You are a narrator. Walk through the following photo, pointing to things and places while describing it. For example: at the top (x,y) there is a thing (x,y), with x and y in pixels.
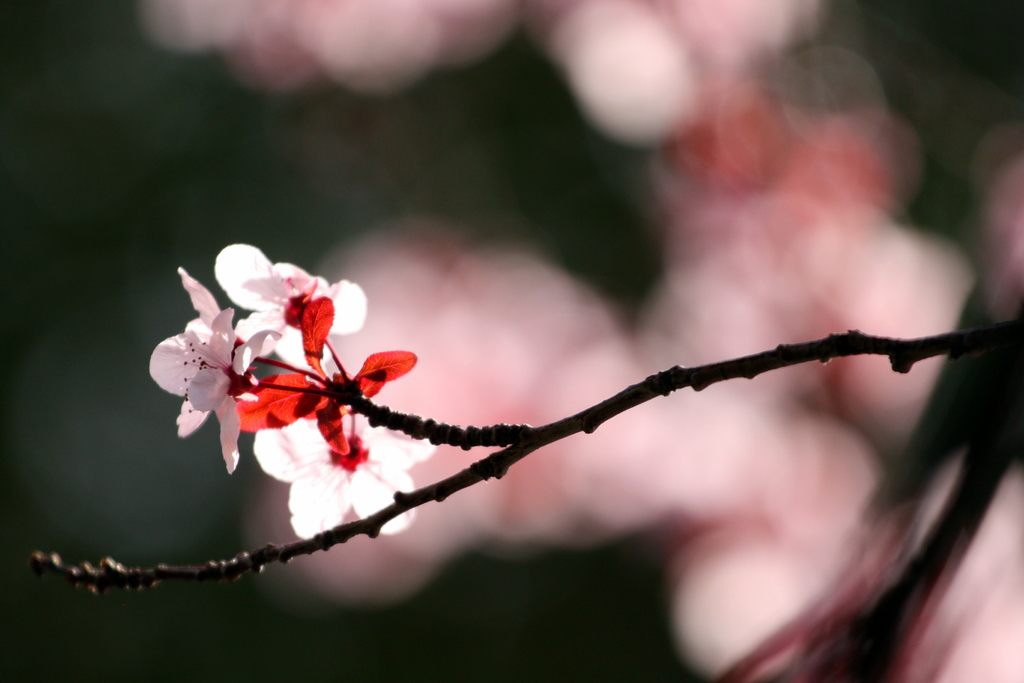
In this image there are flowers (309,450) on the branch (517,437) of a tree (431,433).
